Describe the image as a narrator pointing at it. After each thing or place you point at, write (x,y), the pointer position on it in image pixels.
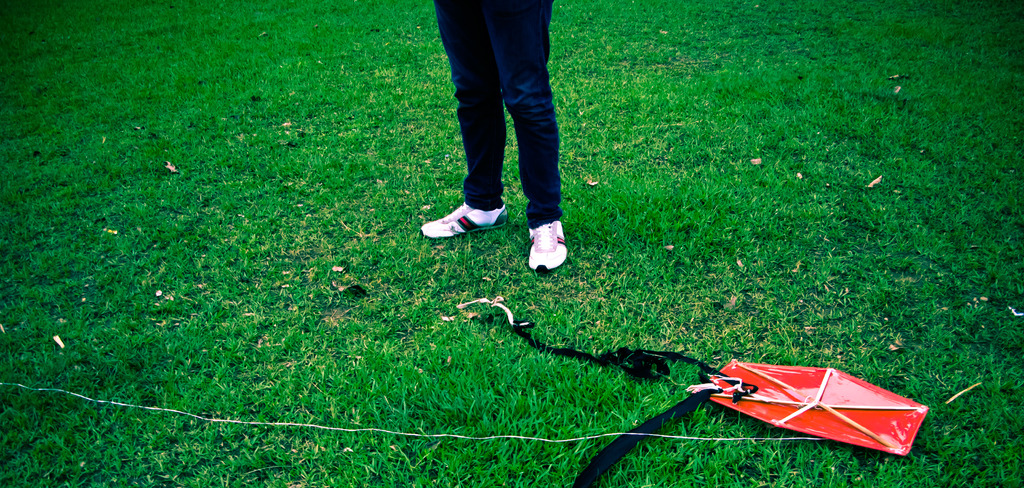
This image is taken outdoors. At the bottom of the image (348,438) there is a ground (293,411) with grass (298,312) on it. There is a kite (868,422) on the ground (728,421). In the middle of the image (540,186) a person (493,92) is standing on the ground (513,203).
